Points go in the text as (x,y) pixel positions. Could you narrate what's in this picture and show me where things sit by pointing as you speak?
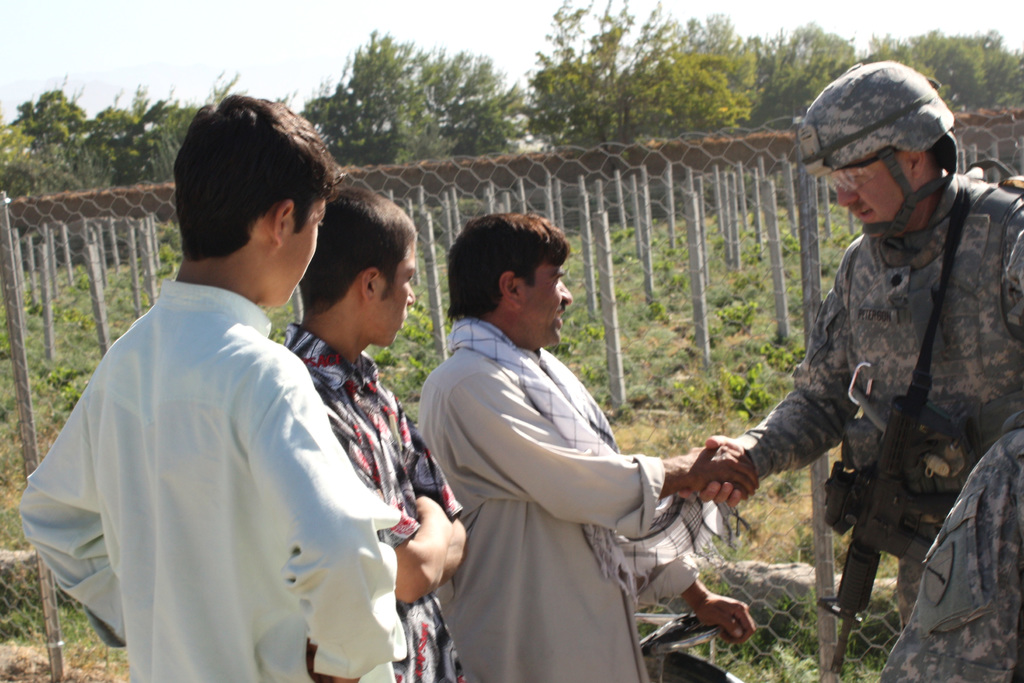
In the foreground of this image (497,609), there are two men (316,489) standing and two men (789,442) shaking hands (738,448). In the background (781,246), there are poles (697,223), fencing (642,220), few plants (672,299), trees (455,91) and the sky (339,28).
